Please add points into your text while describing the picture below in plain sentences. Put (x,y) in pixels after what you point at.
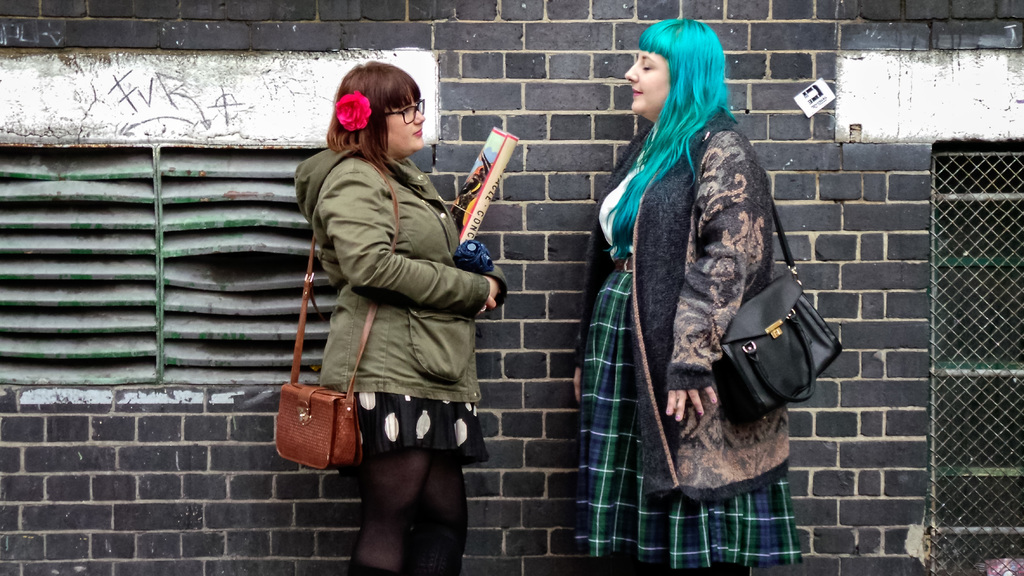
Two women (675,160) are talking to each other.
